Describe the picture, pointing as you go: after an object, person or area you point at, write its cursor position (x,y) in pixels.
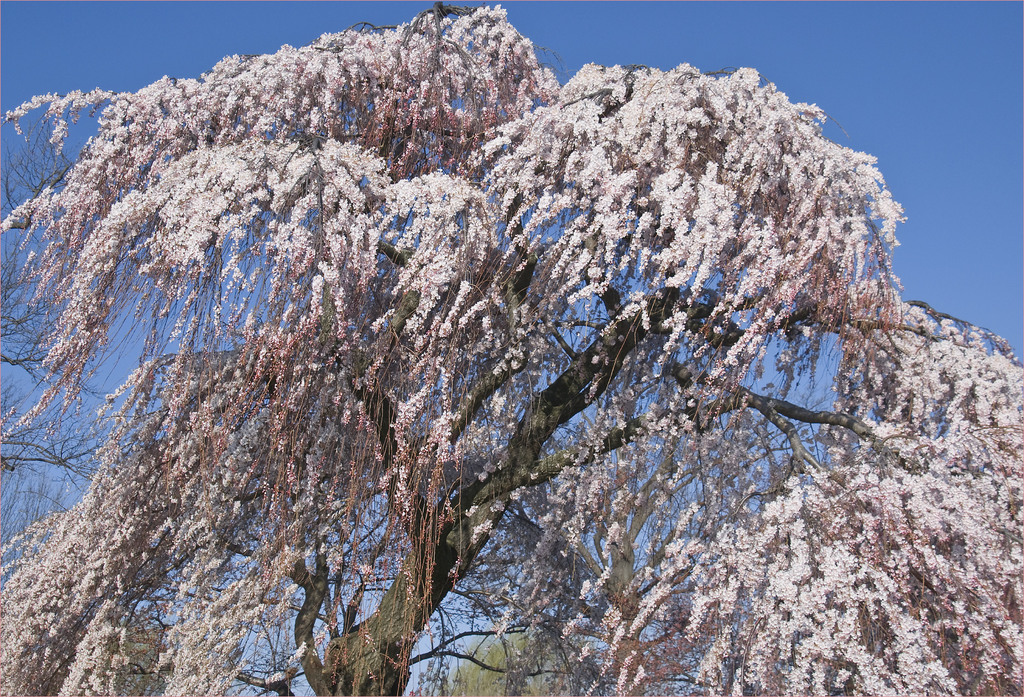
In this image there is a tree (506,279) with flowers (455,256) on it.
